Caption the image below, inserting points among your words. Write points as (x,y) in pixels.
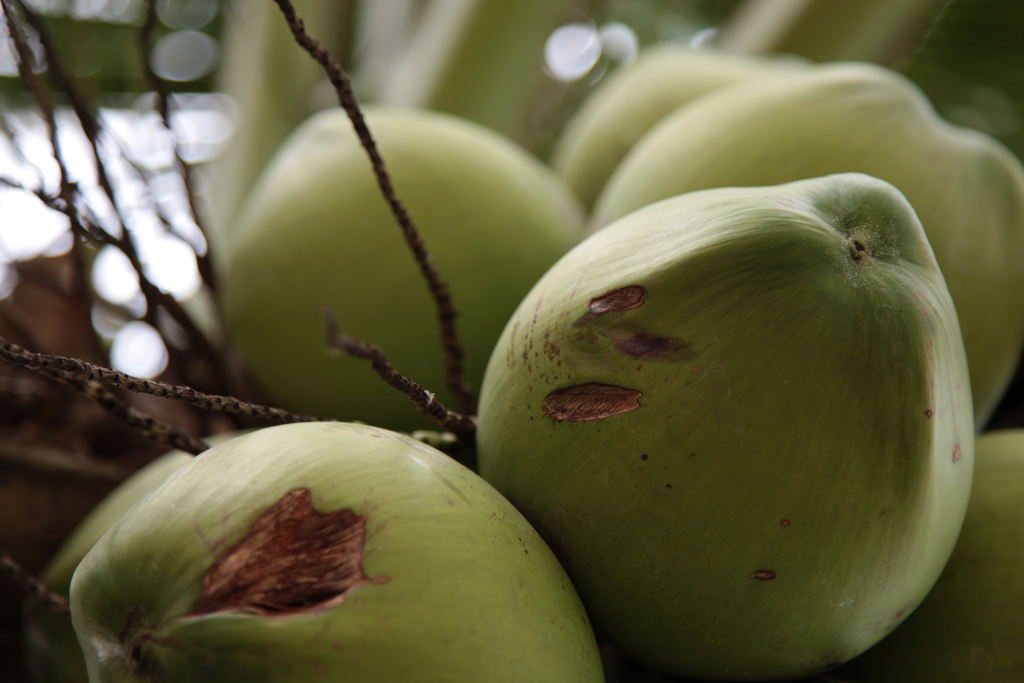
In this image we can see few coconuts (571,437). The background of the image (684,2) is blurred.
